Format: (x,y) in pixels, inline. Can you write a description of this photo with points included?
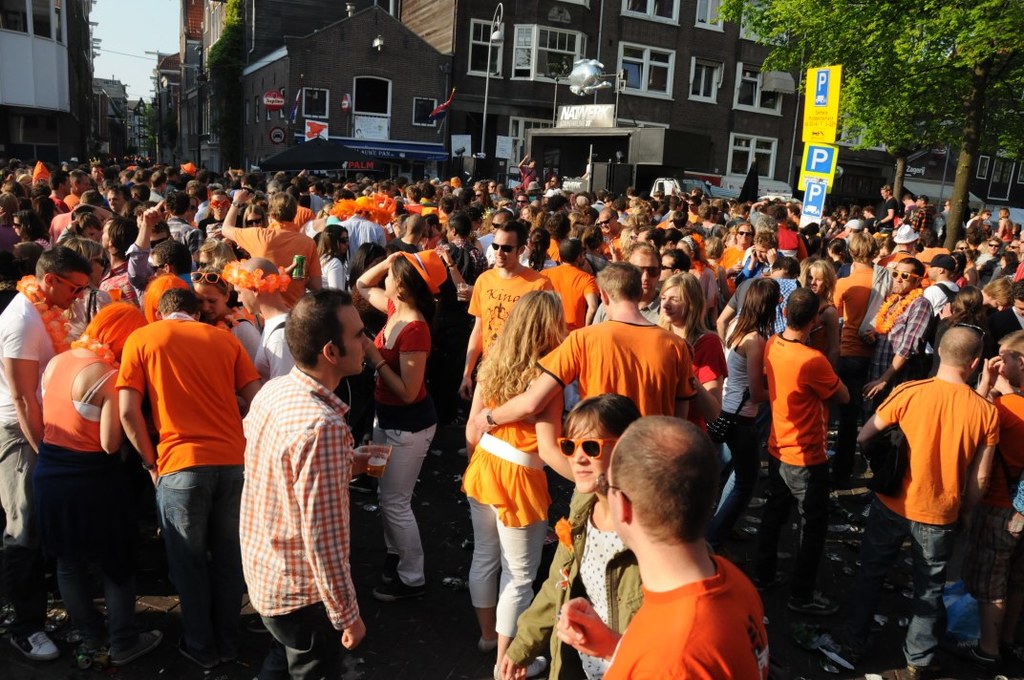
In this image, we can see people (404,330) and some are wearing garlands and glasses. In the background (304,104), there are buildings (485,80), trees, boards (810,119), poles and some vehicles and lights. At the top (144,38), there is sky (139,36) and at the bottom (457,642), there is a road (135,661).
